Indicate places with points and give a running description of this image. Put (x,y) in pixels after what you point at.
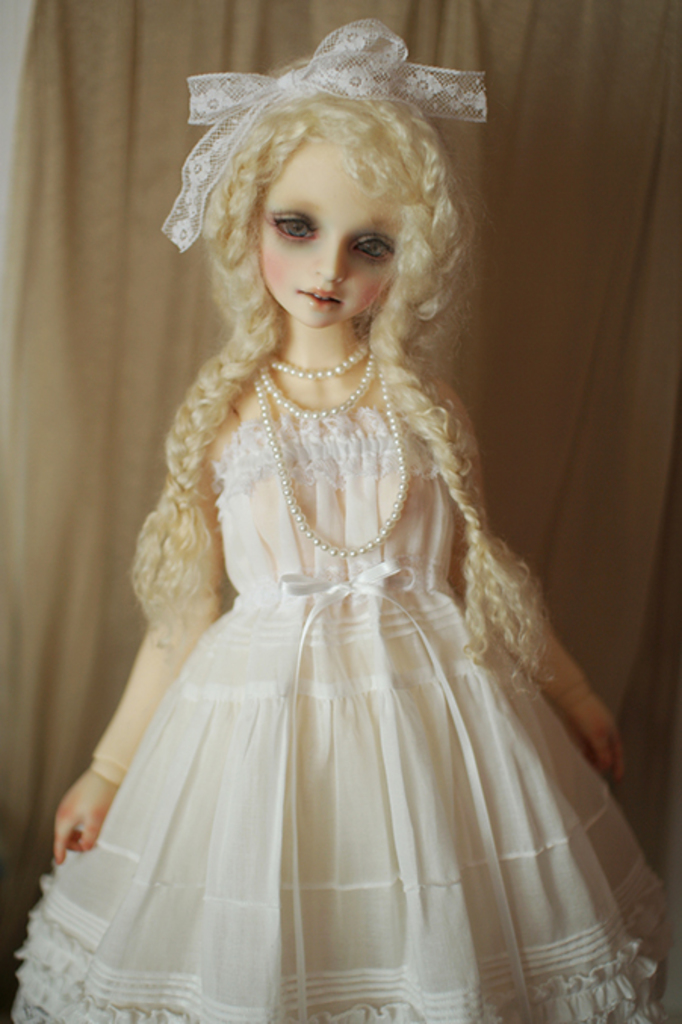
In this image I can see a doll (223,631) in the front (266,837) and I can see this doll (325,717) is wearing white colour dress (374,573) and necklace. In the background (478,154) I can see curtain (101,304).
